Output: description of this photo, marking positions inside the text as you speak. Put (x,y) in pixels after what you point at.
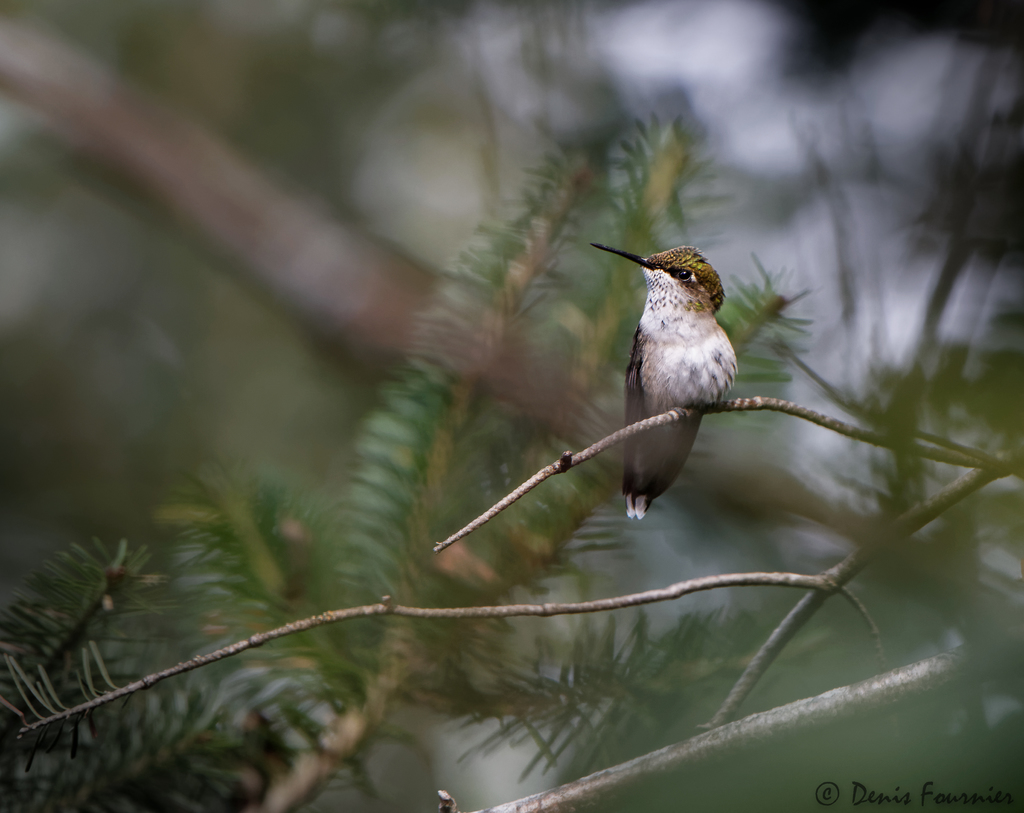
In the image there is a bird (675,407) standing on branch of a tree (540,554).
